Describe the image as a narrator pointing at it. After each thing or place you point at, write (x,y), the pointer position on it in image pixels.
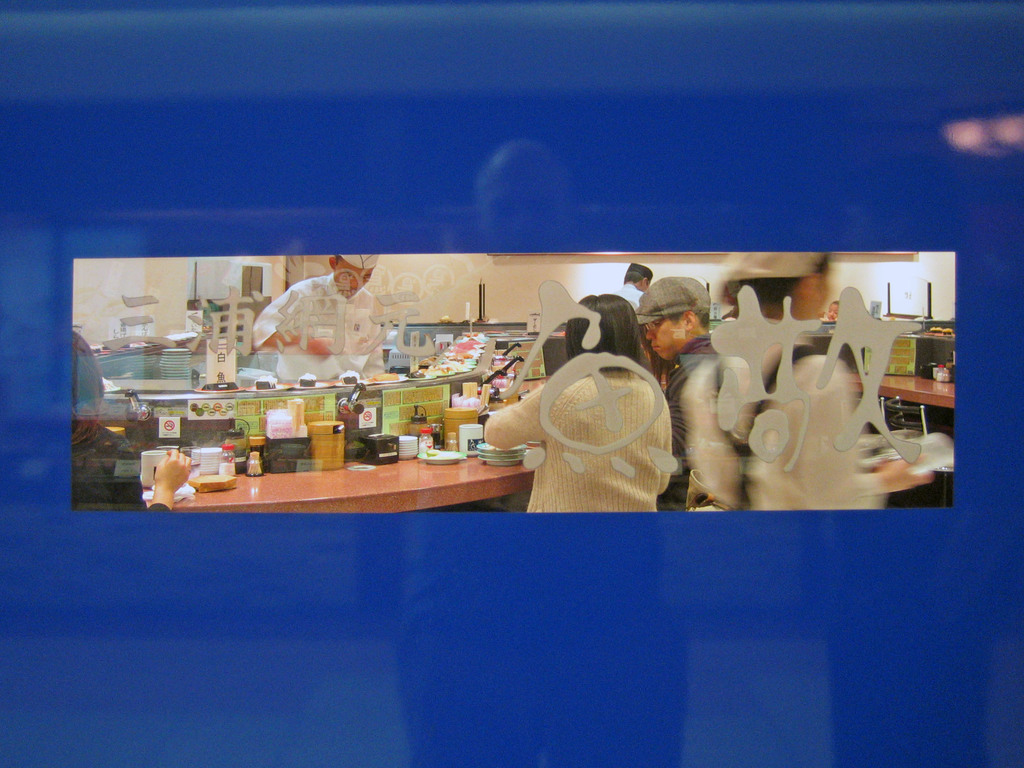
In the center of this image (497,449) there is a picture (509,423). In this picture I can see few people (652,368) are standing. There are many objects (364,456) placed on the tables (285,493). It seems to be a restaurant (190,441). In the background (420,272) there is a wall (445,262).
